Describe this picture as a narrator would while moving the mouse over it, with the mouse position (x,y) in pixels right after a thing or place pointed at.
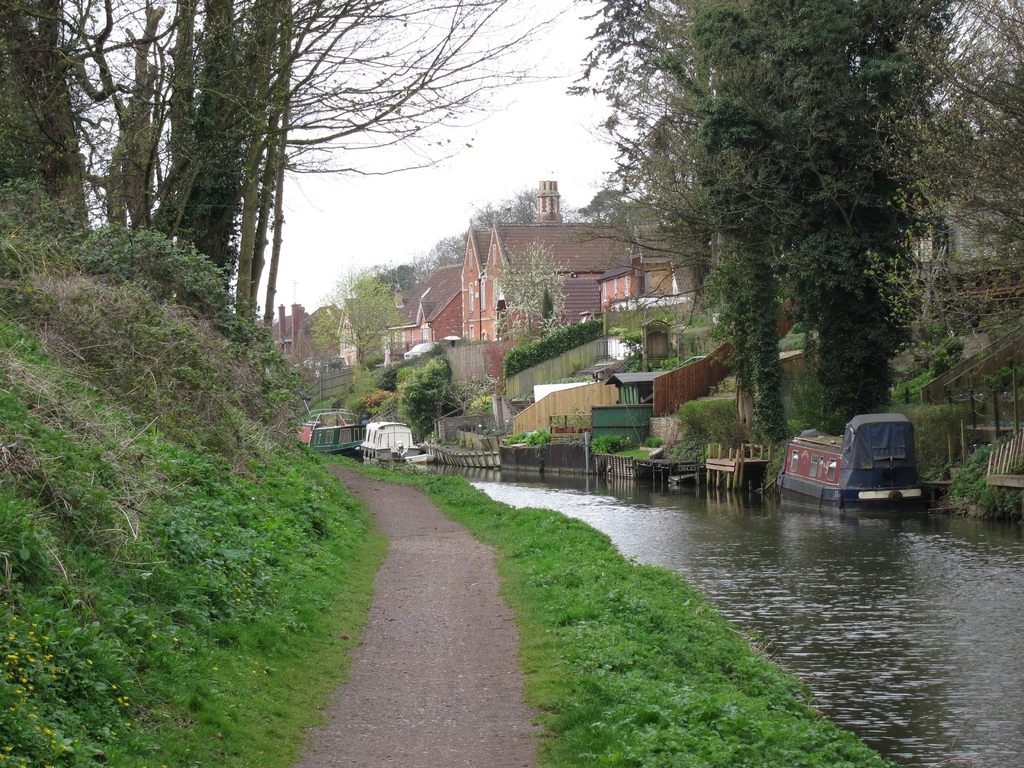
In this picture there is a walking area (387,598) in the front (464,759). On the right side (822,562) there is a small lake (783,581). Behind we can see some roof top houses (562,269) and many trees (534,296).
